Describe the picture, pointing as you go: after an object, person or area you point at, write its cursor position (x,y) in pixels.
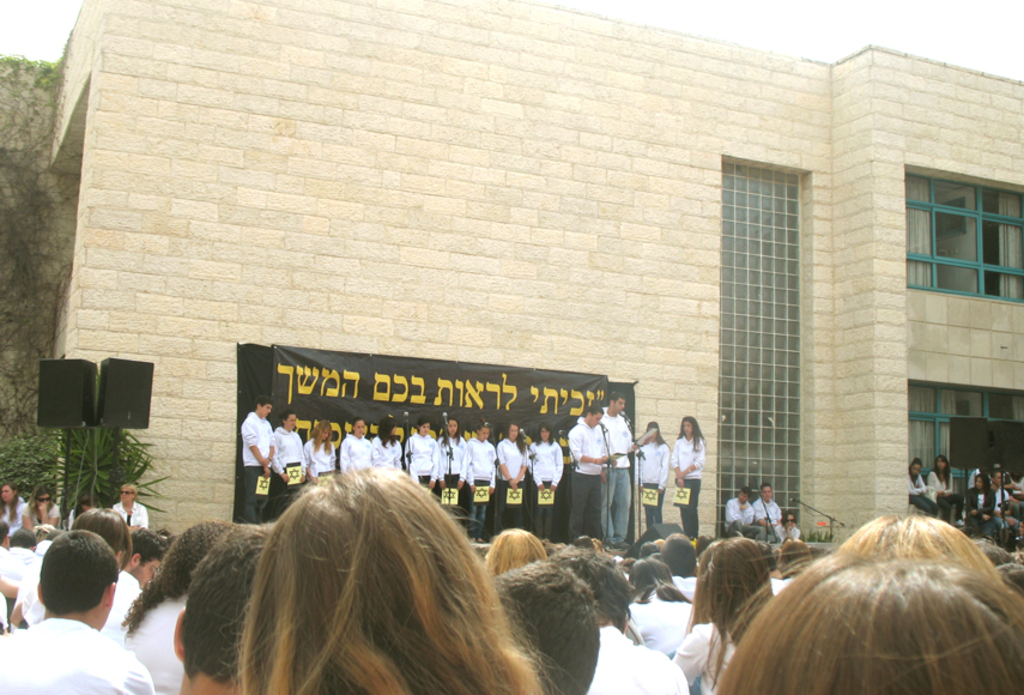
At the bottom of the image (500,602) there are people (601,588). In the background of the image (441,72) there is a building (208,433). There are people (417,440) standing and singing. There is a black color banner (315,412). To the left side of the image (122,387) there are speakers (109,377). At the top of the image (743,21) there is sky (785,25).
